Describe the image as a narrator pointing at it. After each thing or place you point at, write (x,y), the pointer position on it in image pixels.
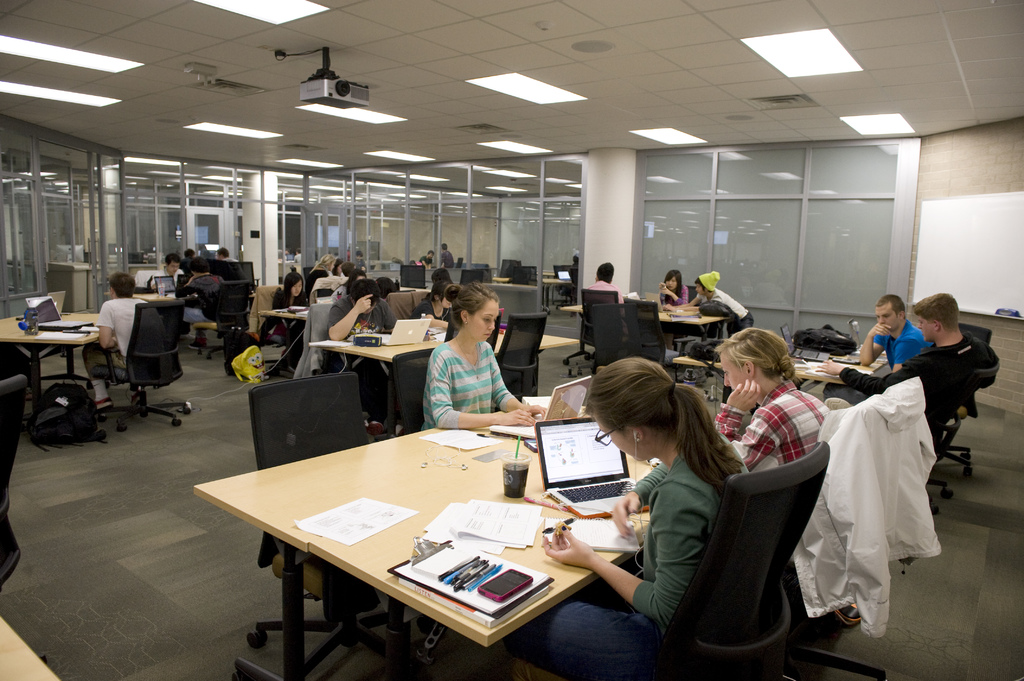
In the image we can see there are lot of people (835,388) who are sitting on chair (522,358) and they are working and on the table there is laptop (581,481), glass (517,478), papers (508,524), pen (545,530), pad (433,546) and box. There are covers (242,362) which are kept on floor (169,425), backpacks (92,403). On chair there is a white colour jacket (897,549) kept.
